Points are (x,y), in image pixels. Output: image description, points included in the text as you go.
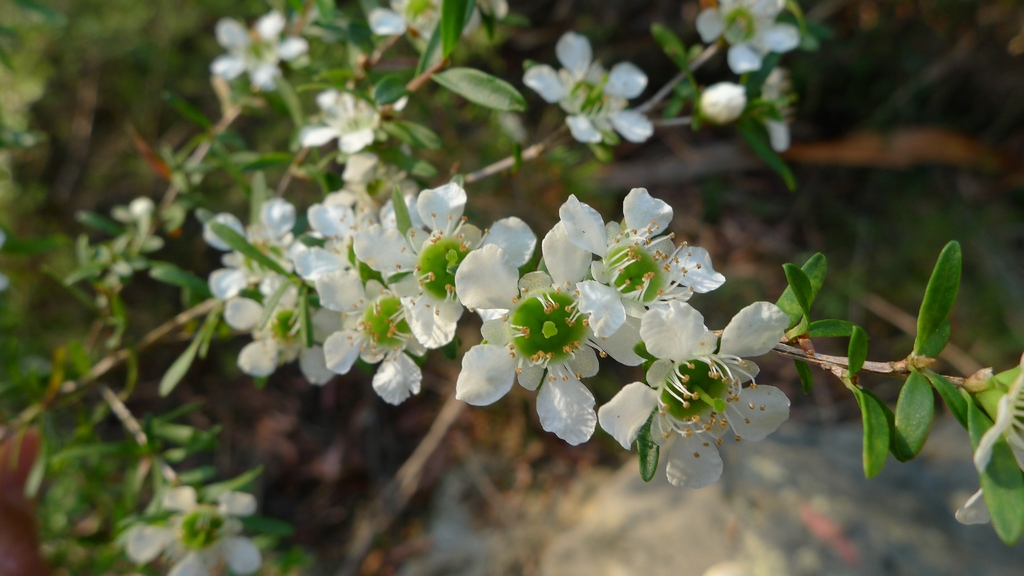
In this picture there is a white color flowers (408,318) on the plant (392,125). Behind there is a blur background (142,84).
